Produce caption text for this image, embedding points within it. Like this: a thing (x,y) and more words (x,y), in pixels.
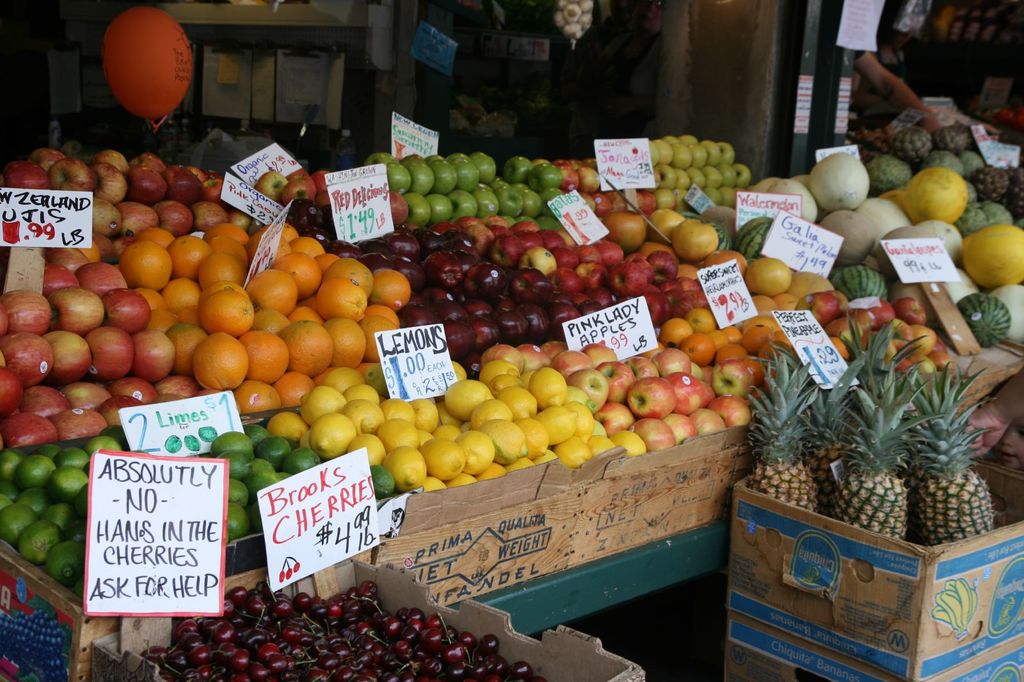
This picture is taken in the fruit shop (525,416). In this image, on the right side (895,468), we can see a box (1006,521) with some pineapples (940,476) in it. On the left side (231,610), we can also see a box (560,657) with some cherries (240,639). On the left side (288,509), we can also see two boards (195,519) on which it's written some text (315,532). In the middle of the image (513,436), we can see some fruits (378,379) like apple (559,367), orange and some other, we can also see some boards (592,316). In the background (703,7), we can see a balloon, wall (775,40). On the right side of the image (924,126), we can see the hand (926,105) of a person (898,18) touching the fruit (1009,198).
